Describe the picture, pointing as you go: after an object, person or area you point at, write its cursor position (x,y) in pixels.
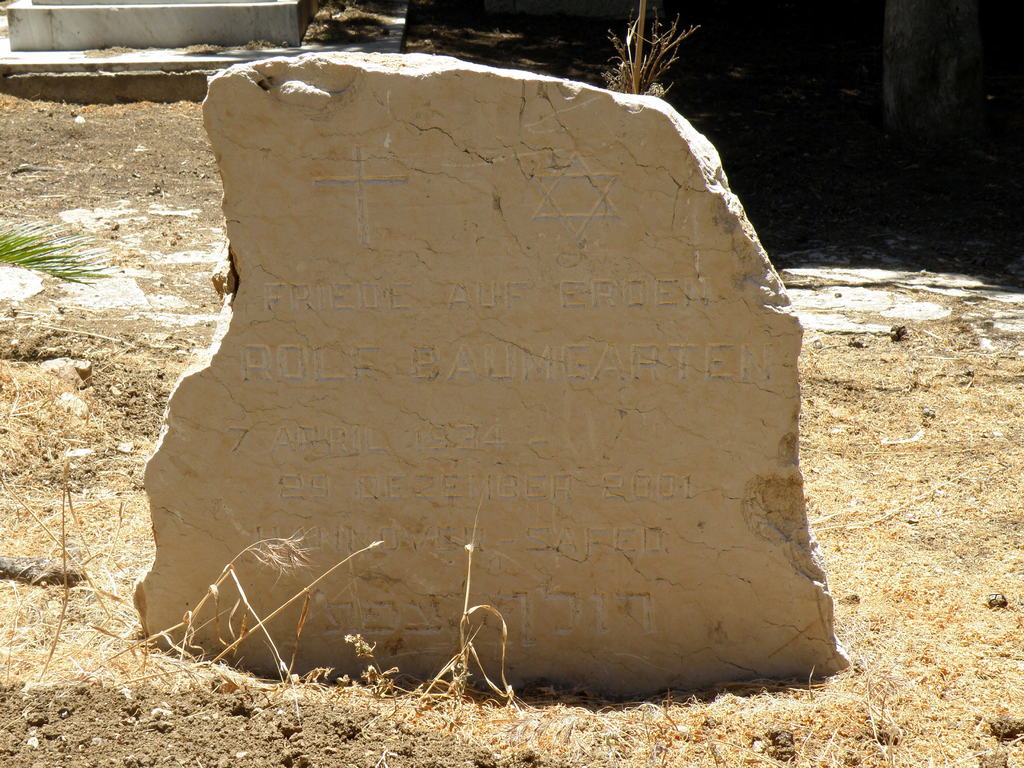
In this image in the front (456,329) there is a stone (412,323) with some text (457,303) written on it and in the background (484,50) there is grass (351,24), there is a wall (134,29) and there is a marble stone (121,36).
